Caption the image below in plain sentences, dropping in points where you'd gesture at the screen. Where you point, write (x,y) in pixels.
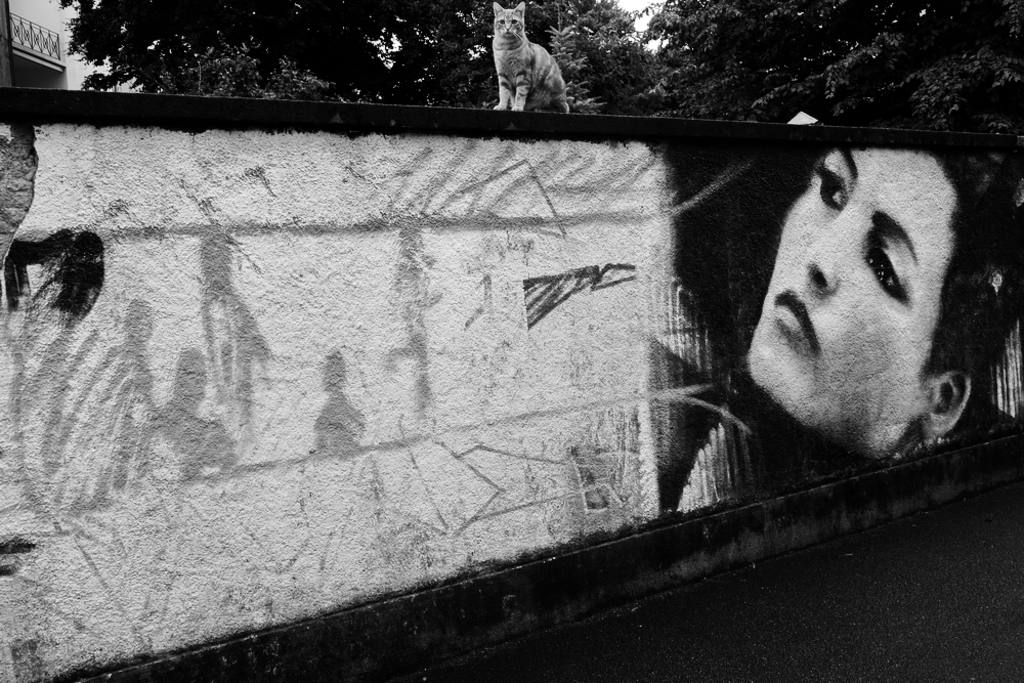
In this image I can see the cat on the wall (414,165) and I can see few paintings (486,193) on the wall (571,155). In the background (32,74) I can see the building (59,52) and few trees (770,38) and the image is in black and white.
